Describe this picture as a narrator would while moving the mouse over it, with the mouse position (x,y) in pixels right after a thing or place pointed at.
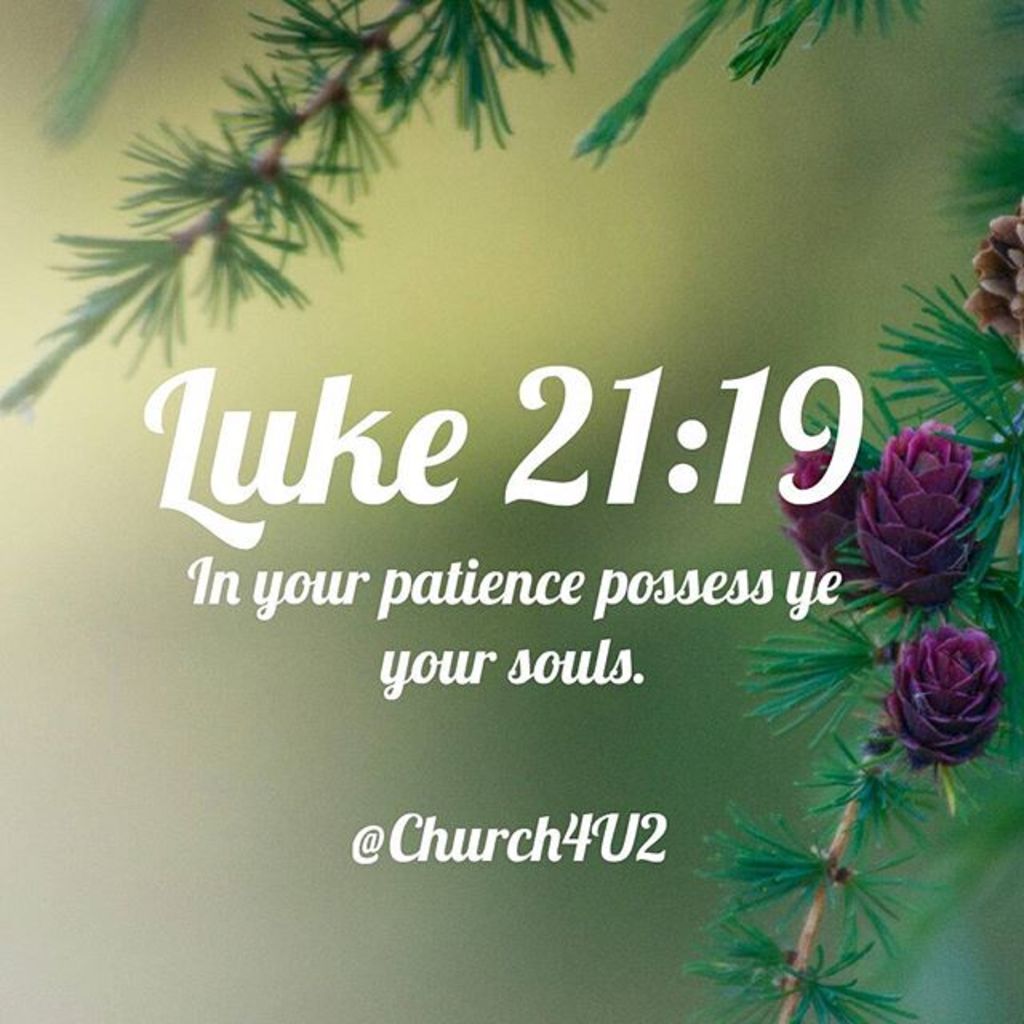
This is a poster having an image and white color texts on the image. In the image, there are pink colored flowers (927,717) and green color leaves (804,715) of a tree (931,474). And the background (213,861) is blurred.
